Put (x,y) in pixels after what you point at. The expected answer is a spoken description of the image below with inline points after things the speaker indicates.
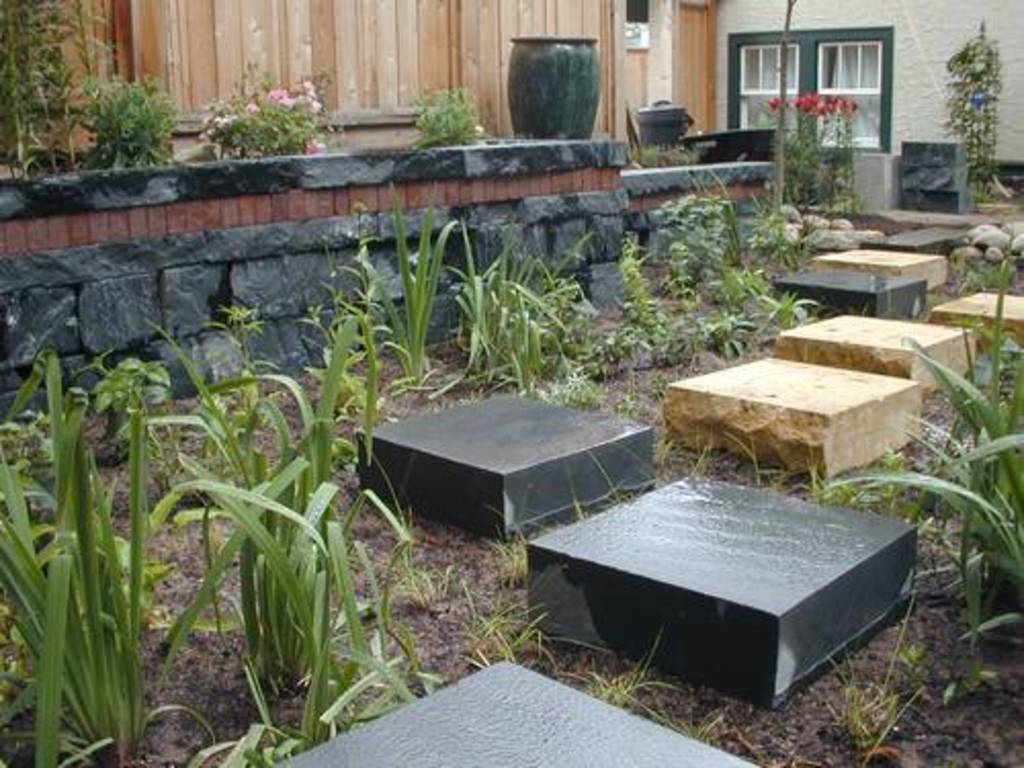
This picture is clicked outside. In the center (658,504) we can see there are some objects (748,489) placed on the ground (516,653) and we can see the plants (673,244) and the grass (518,634). In the background (916,53) we can see the wall (923,28), window (803,65) and many other objects (594,62).
